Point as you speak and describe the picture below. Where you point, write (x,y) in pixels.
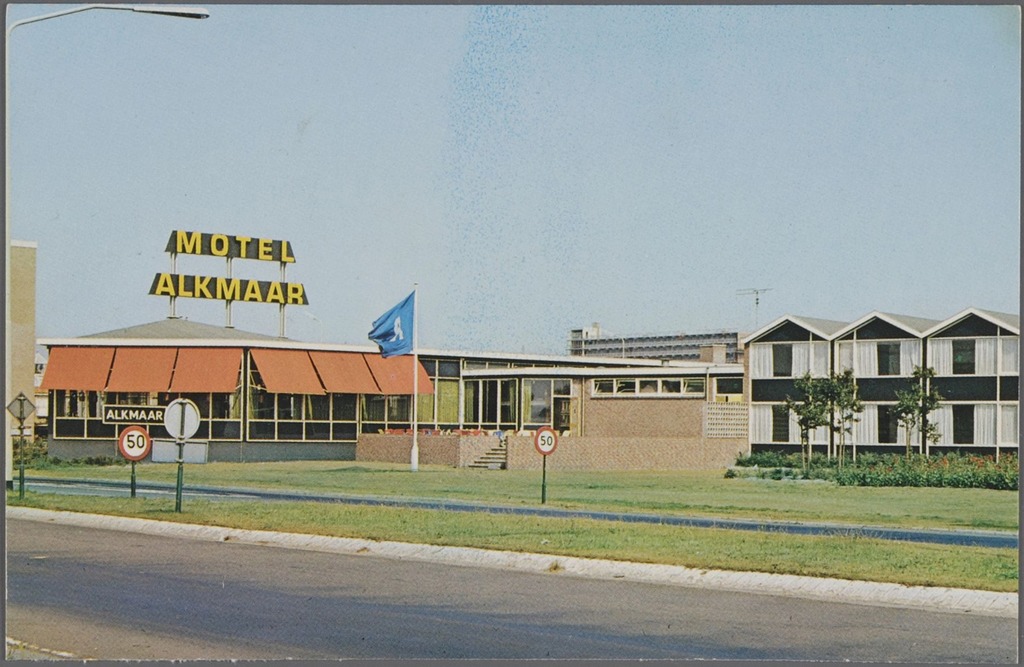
In this image we can see the building (217,411), roof houses (92,442). We can also see the speed boards (139,433), sign boards (188,408), flag (374,338) and also the name (224,281) of house (198,366). Image also consists of trees (915,415), plants (882,463), grass (498,490) and also the road (715,632). We can also see the sky (556,238) and a light pole (63,13) on the left (115,1) and the image has borders (1022,642).
